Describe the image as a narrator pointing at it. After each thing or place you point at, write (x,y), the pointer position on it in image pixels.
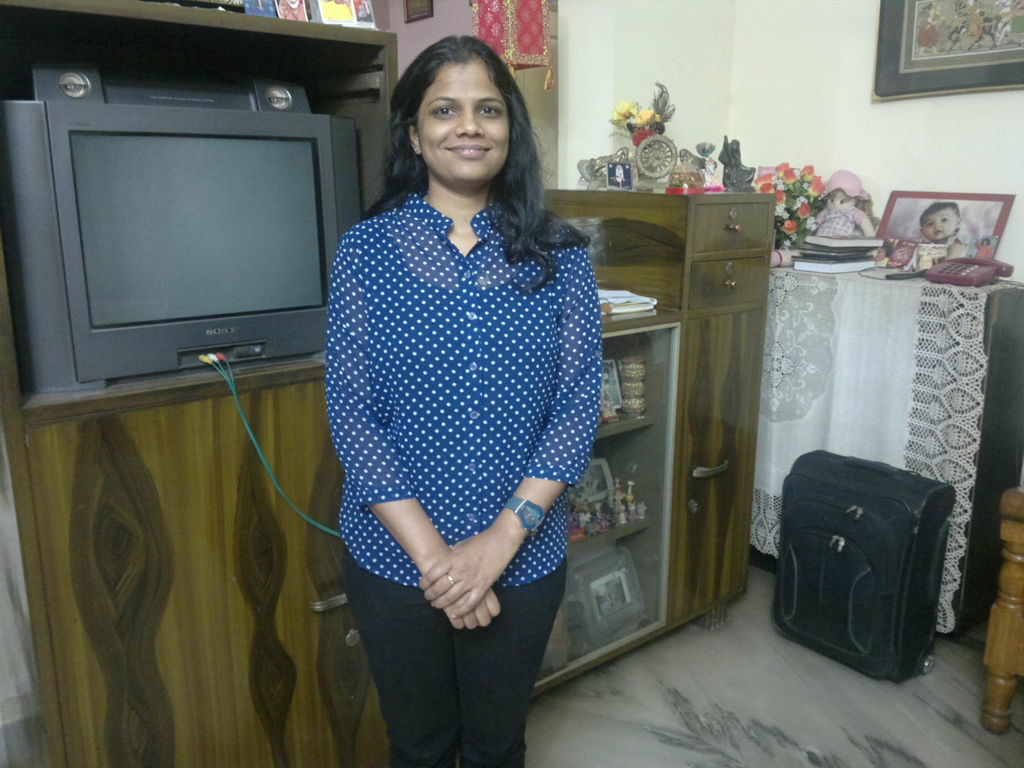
In this image there is a women (519,570) standing, in the background (151,13) there is a table (739,485) on that table (588,651) there is a tv (254,166), books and show pieces (707,179) on the right side (806,600) there is a bag (834,626) and frames (937,54).
